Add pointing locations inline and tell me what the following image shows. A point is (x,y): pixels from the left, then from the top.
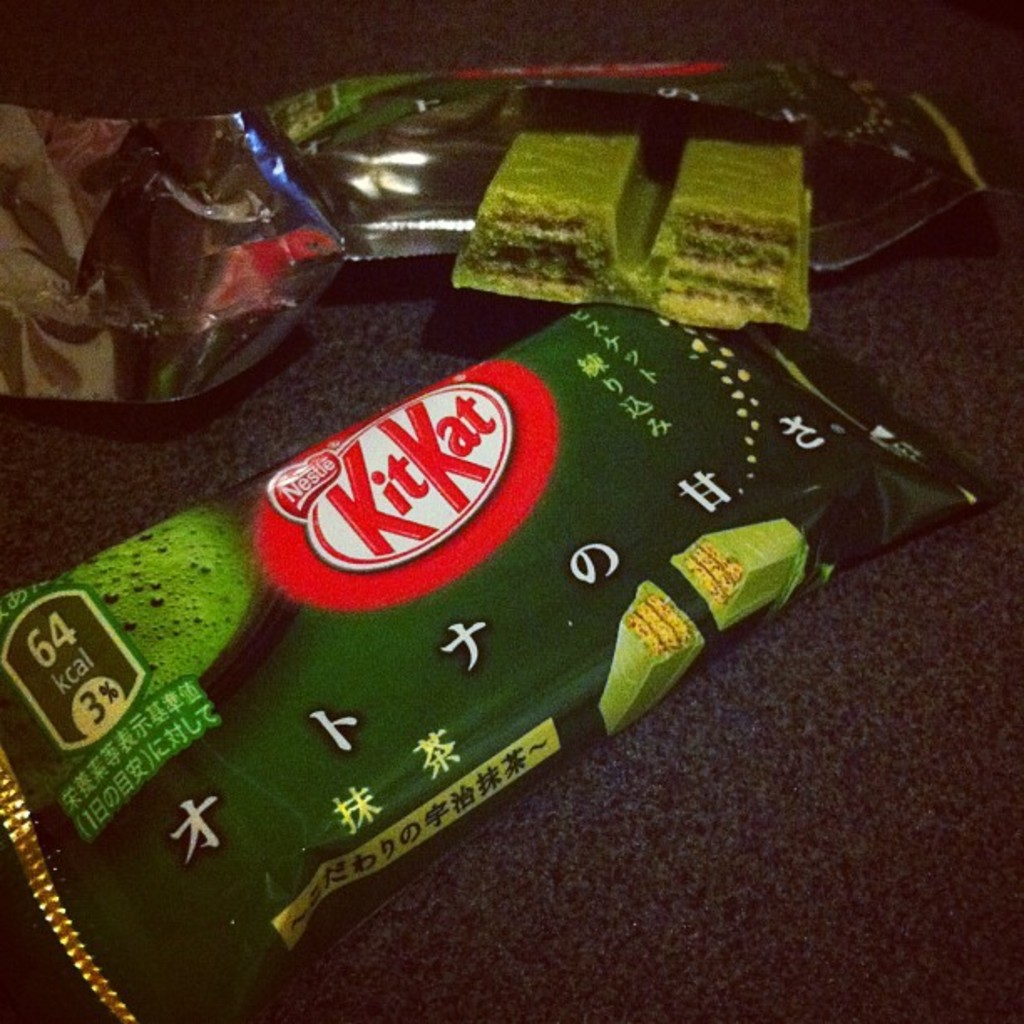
Here we can see two kitkat chocolates (553,524) on a platform (776,740) where one packet (453,244) is opened.
